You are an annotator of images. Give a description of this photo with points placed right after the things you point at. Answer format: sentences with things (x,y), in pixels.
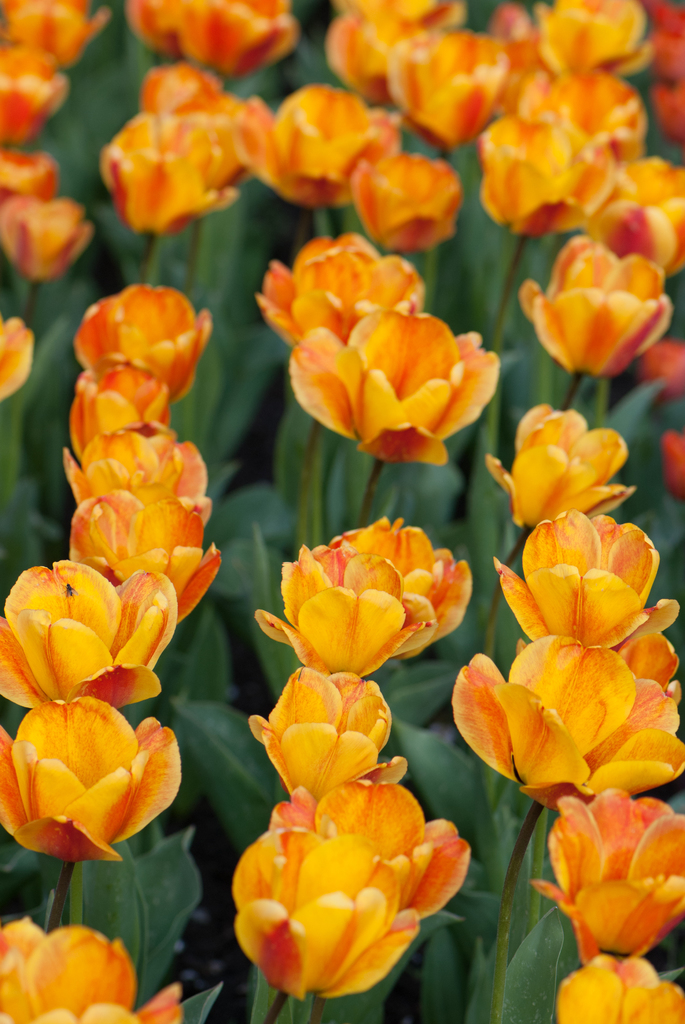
In this image there are orange color flowers (114,693) one beside the other in the lines. At the bottom (188,916) there are leaves (174,889).
